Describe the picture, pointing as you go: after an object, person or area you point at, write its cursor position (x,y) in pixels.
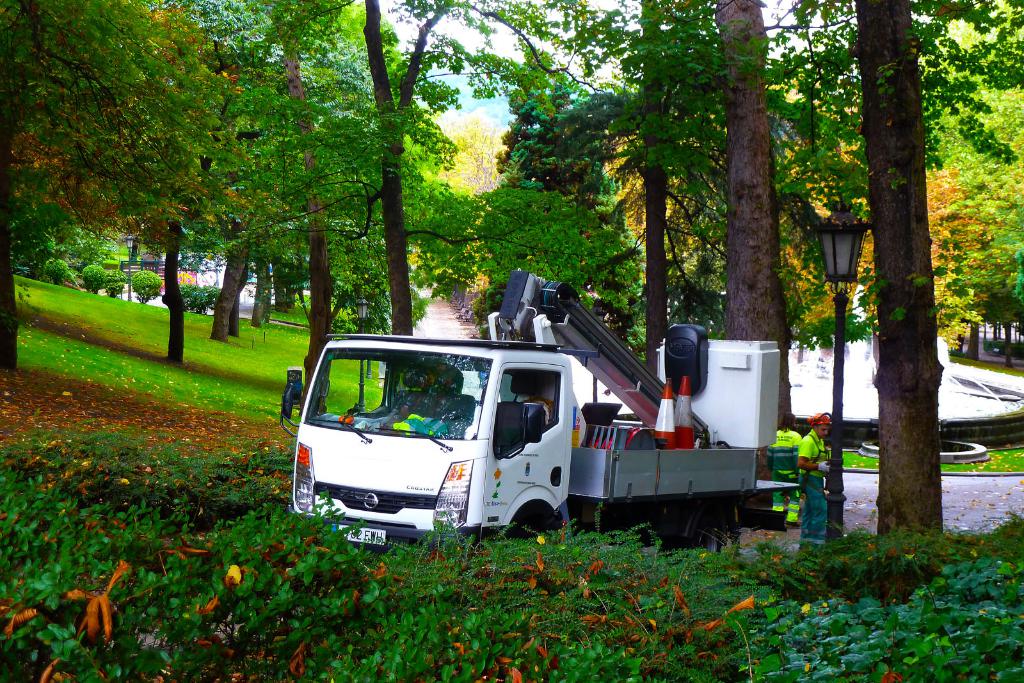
In the center of the image (644,443) we can see a truck (628,486). In the truck (628,486) we can see the divider cones (691,418). In the background of the image (961,19) we can see the trees (38,65), grass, fountain (1003,414), plants (159,472), road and a person (800,455) is standing. At the top of the image (468,35) we can see the sky (446,42).
